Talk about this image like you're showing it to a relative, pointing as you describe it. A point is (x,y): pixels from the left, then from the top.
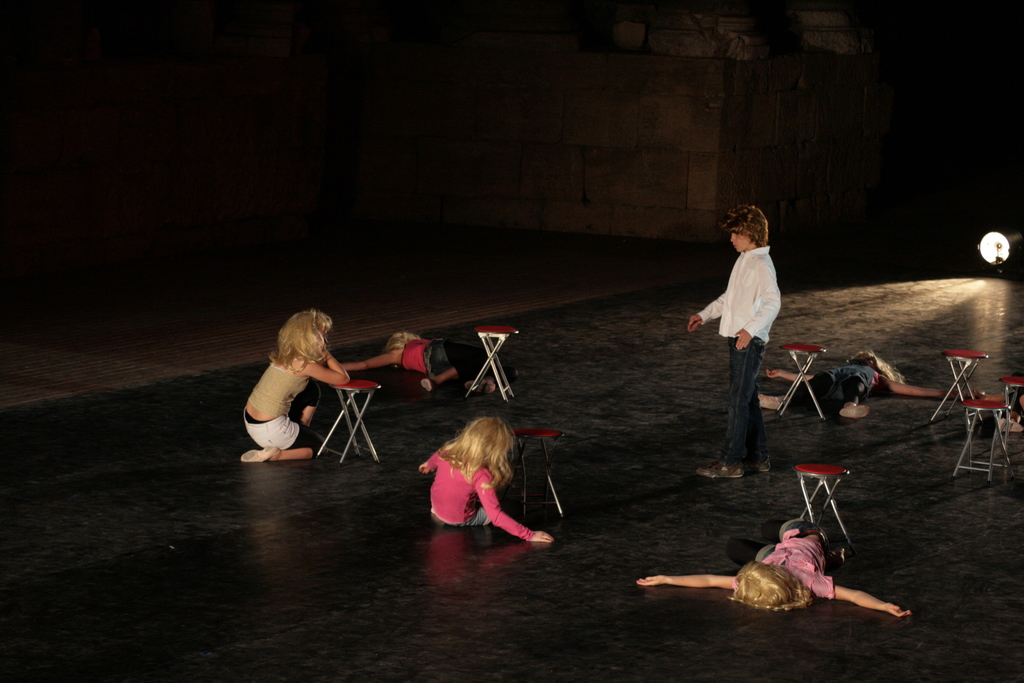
In the picture I can see three kids (789,526) lying on the floor (774,427) and two (436,458) are sitting on the floor (376,470) and the remaining one (753,365) is standing and there are few stools (488,366) in front of them.
